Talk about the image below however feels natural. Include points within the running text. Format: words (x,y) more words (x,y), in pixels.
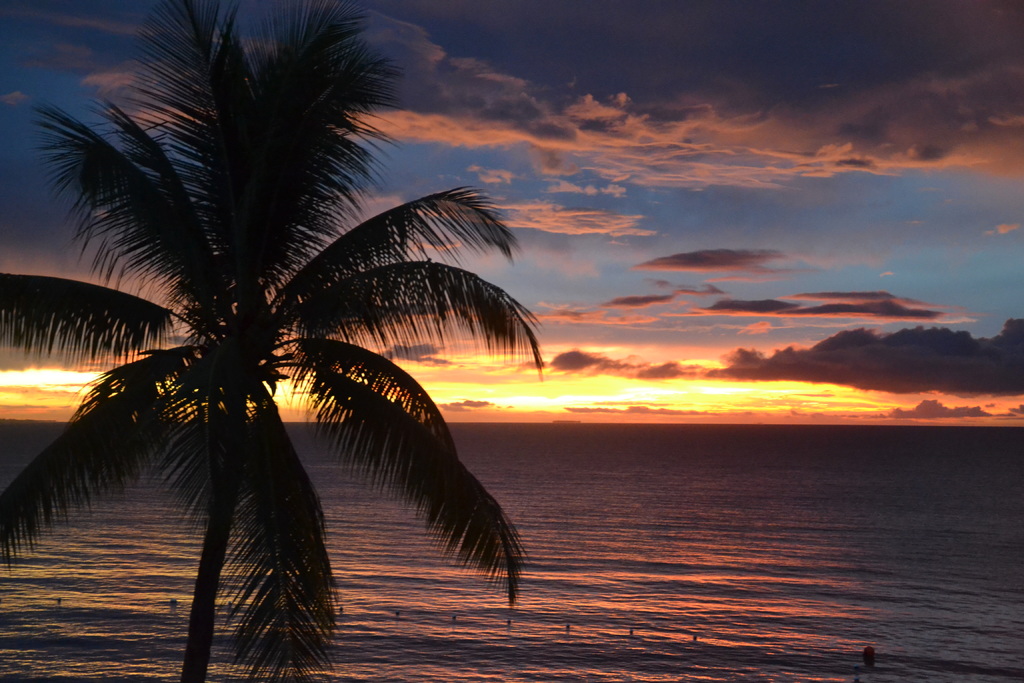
In this image I can see on the left side (117,418) there is a tree (352,361). In the middle (623,454) it is the sea (658,539), at the top (739,194) it is the cloudy sky (755,328).
